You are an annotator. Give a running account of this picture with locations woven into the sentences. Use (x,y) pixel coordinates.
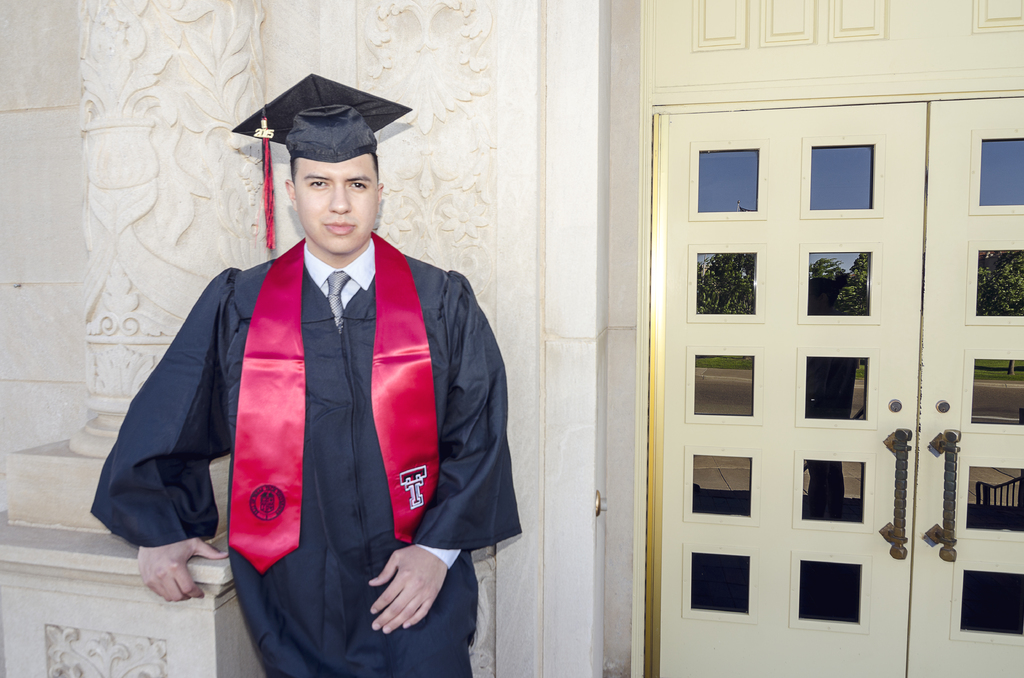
In this picture there is a person (322,452) wearing graduation dress (347,476) and there is a sculpture wall (314,55) behind him and there is a door (860,427) in the right corner (907,439).
